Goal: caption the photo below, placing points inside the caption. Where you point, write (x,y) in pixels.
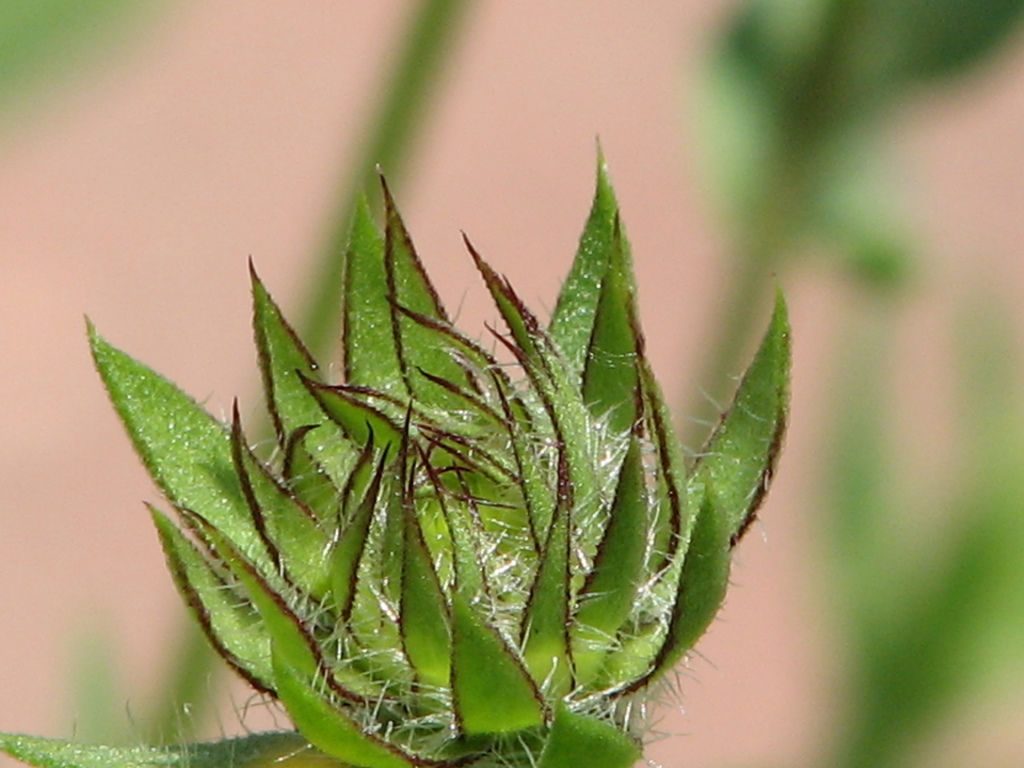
In this image I can see the plant (360,445) and there is a blurred background (495,29).
